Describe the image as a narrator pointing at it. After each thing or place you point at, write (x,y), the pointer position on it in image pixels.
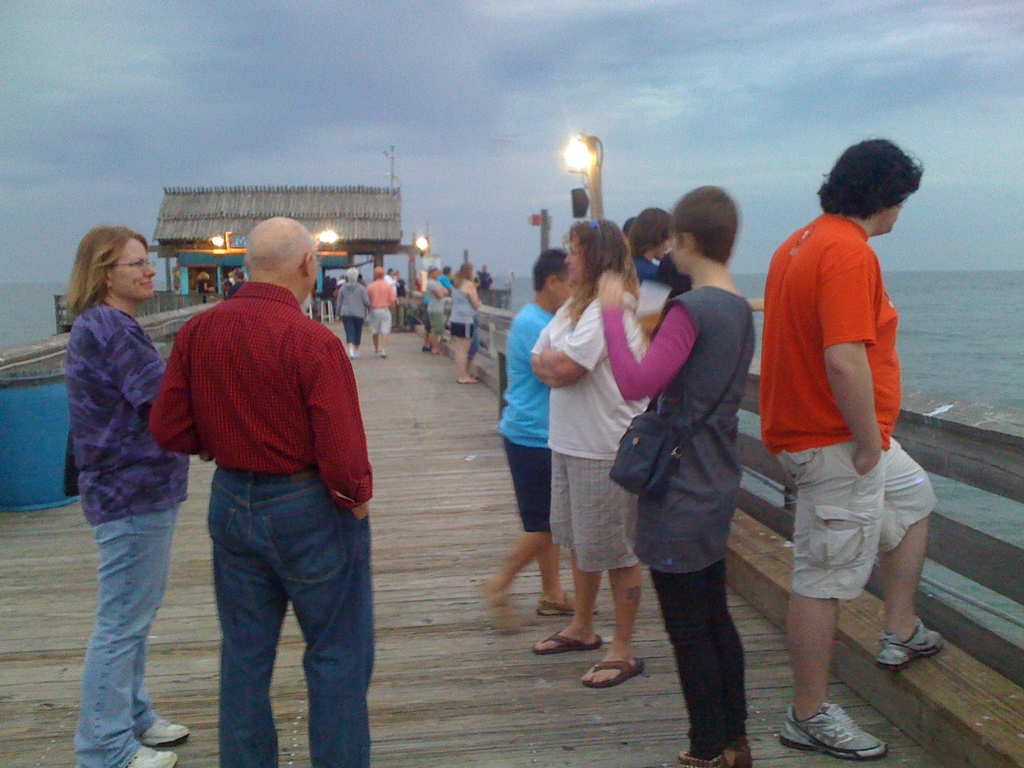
In the center of the image (354,406) there are people (319,483) standing on the bridge (488,382). In the background of the image (378,208) there is a wooden house (365,205). At the top of the image (496,98) there is sky (612,90) and clouds (746,115). To the right side of the image (940,344) there is water (961,322). To the left side of the image (2,427) there are barrels (39,490).
